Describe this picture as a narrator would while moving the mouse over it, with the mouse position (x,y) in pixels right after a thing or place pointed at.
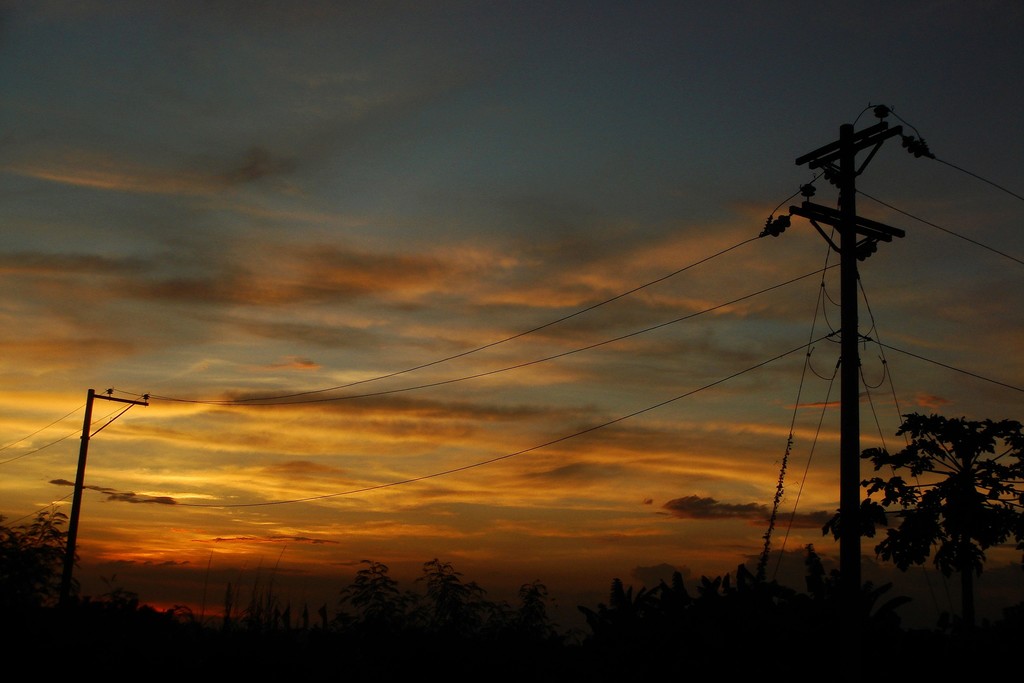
This picture is clicked outside. In the foreground (251,639) we can see the trees (988,646), poles (848,172) and cables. In the background (555,107) we can see the sky (386,188) with the clouds (452,455).
